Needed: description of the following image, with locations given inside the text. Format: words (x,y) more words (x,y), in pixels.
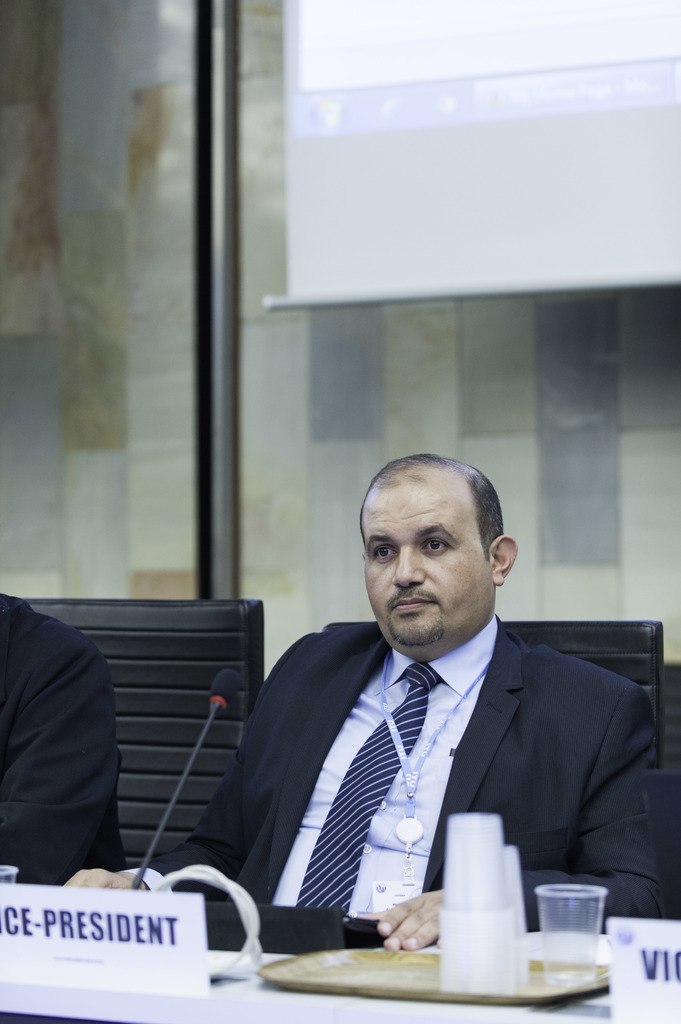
In this image, in the foreground (418,927) I can see a person (586,815) who is vice president sitting on the chair (606,650), and at the top (421,116) I can see the screen (491,7), there are some glasses (584,958) on the plate (387,981).
